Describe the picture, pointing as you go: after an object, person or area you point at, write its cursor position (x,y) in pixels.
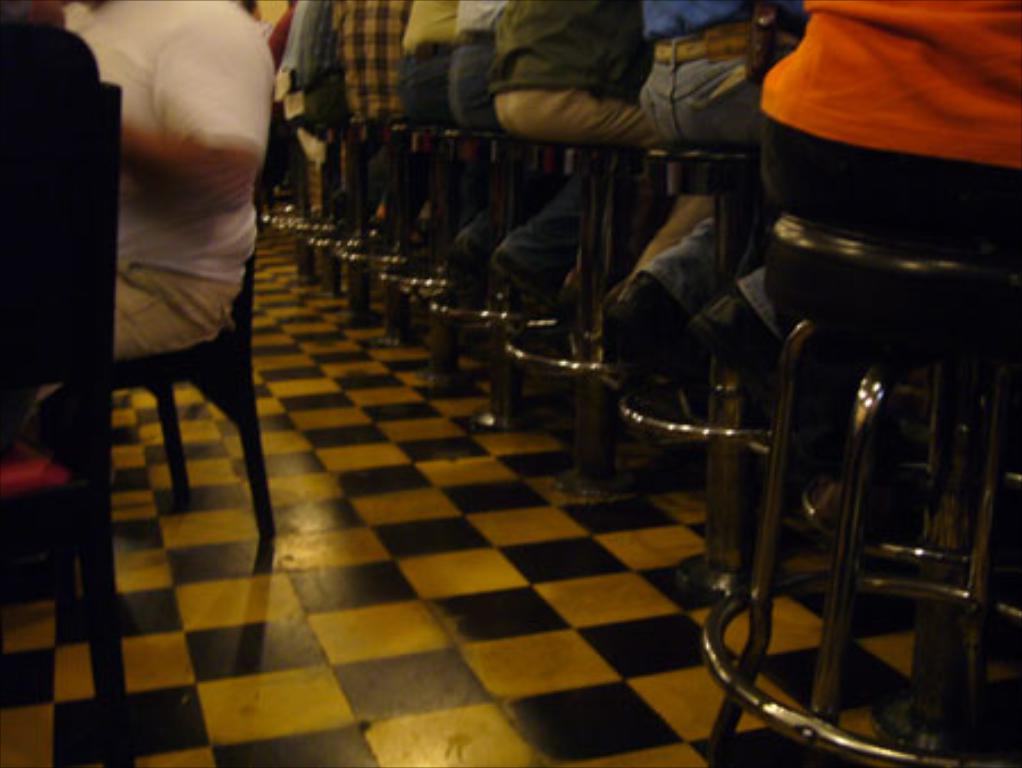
people (610,70) are seated on the stools (878,286). their back (360,71) can be seen.
